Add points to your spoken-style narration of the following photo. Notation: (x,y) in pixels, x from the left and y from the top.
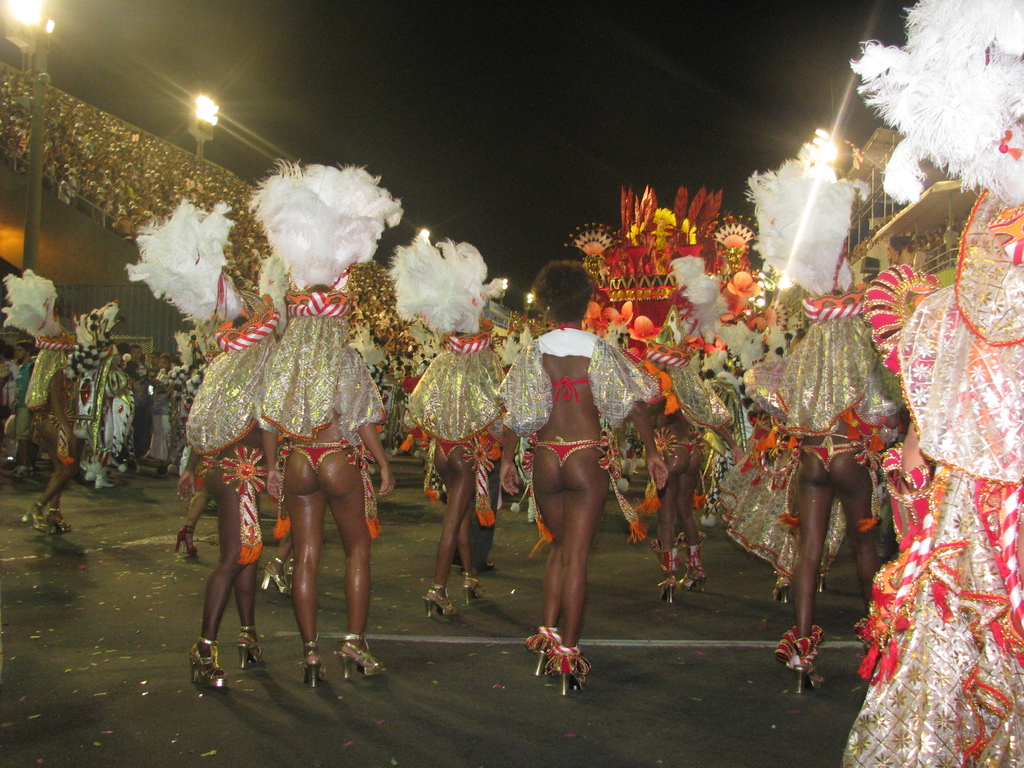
In the image there are many girls (947,587) with colorful costumes (692,303) walking on the road (425,591), it seems to be they all wearing bikini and above its sky (444,63), this is clicked at night time, on the left side (14,5) there are lights (21,23) on the wall (18,271).
